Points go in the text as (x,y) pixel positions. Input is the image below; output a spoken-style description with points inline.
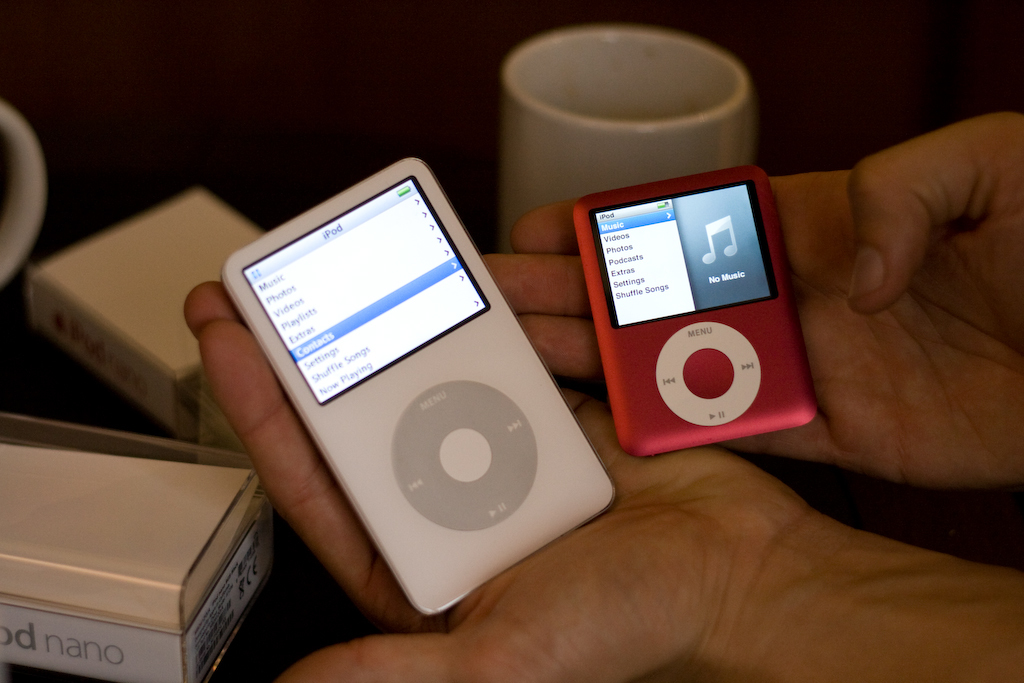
This is a zoomed in picture. On the right (686,546) we can see the hands (667,532) of a person (705,544) holding some electronic devices (514,328). In the background (2,217) we can see the boxes (105,303) and some other items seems to be placed on the top of the table (314,647).
